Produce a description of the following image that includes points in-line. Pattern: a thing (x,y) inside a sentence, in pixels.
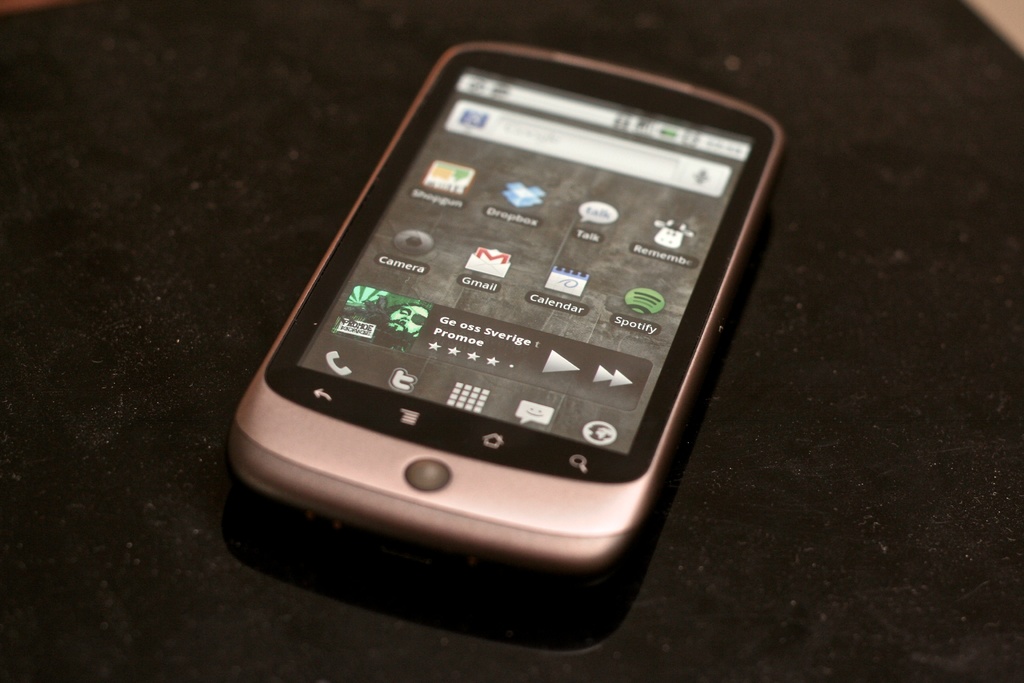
In this image we can see a mobile (593,283). In the background of the image (906,660) there is a dark surface (897,676).
